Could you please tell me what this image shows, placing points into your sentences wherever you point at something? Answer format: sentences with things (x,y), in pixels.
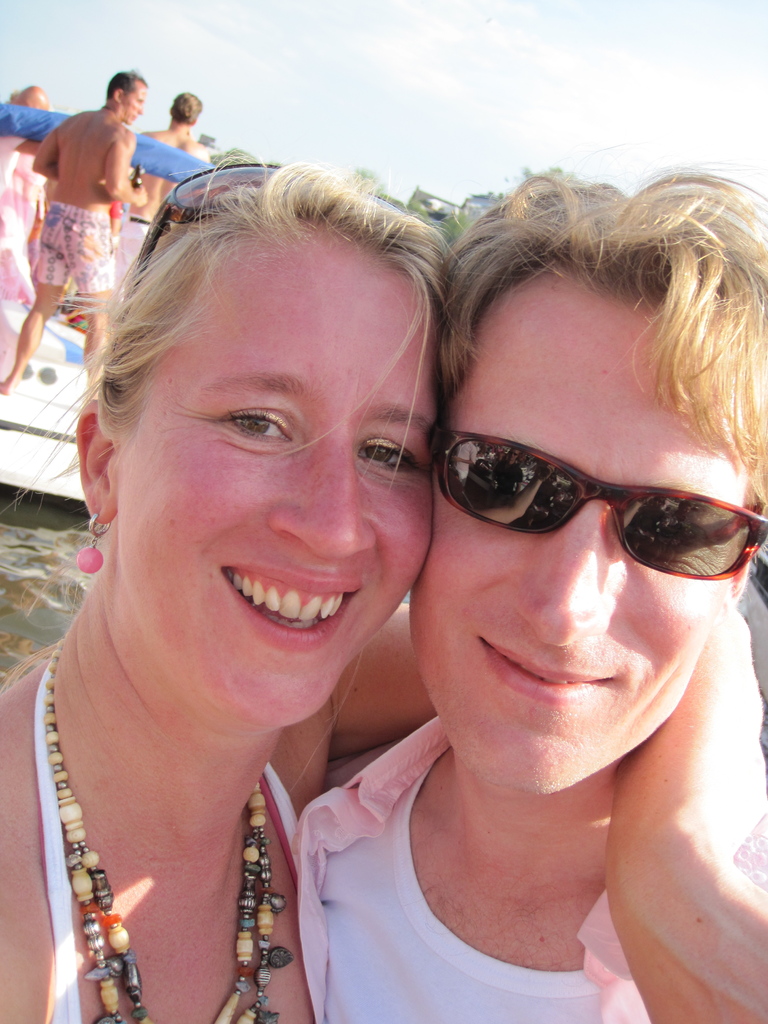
In this image we can see the two people (321,414). And we can see one person (535,467) wearing sunglasses (575,484). And we can see other people (190,115). And we can see the sky (464,115).
